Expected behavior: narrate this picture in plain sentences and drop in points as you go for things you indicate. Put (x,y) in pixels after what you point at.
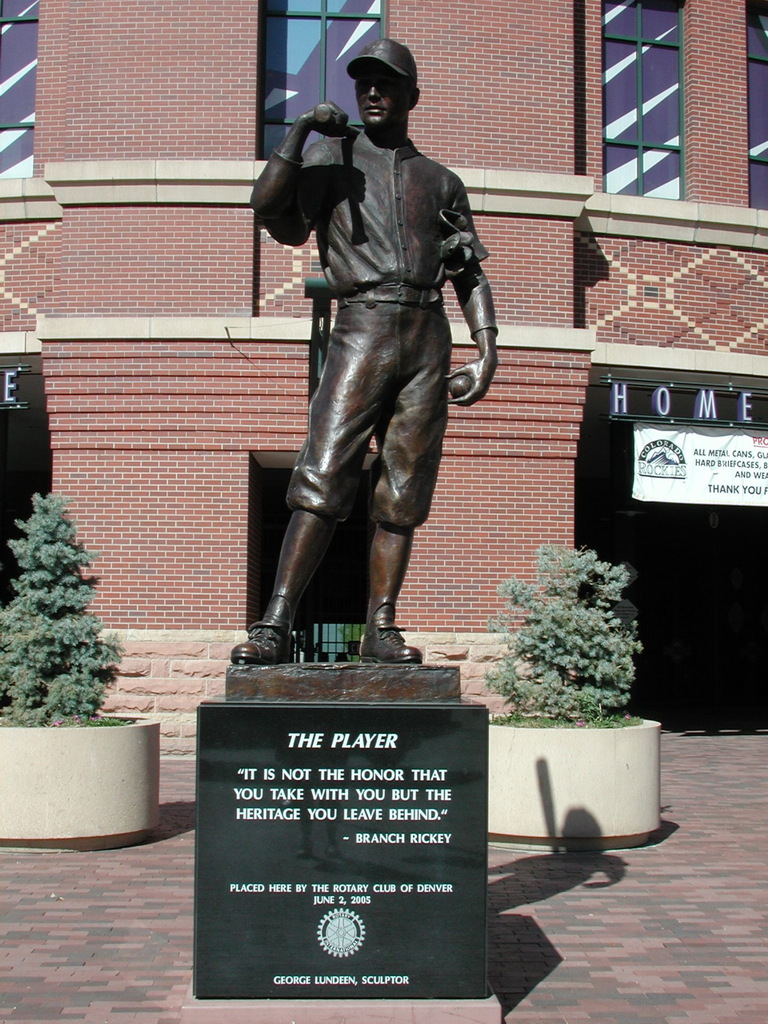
In the picture there is a sculpture (340,368) of a player (363,288) and behind the sculpture (269,603) there are two plants (34,569), in the background (37,36) there is a building (571,538).
